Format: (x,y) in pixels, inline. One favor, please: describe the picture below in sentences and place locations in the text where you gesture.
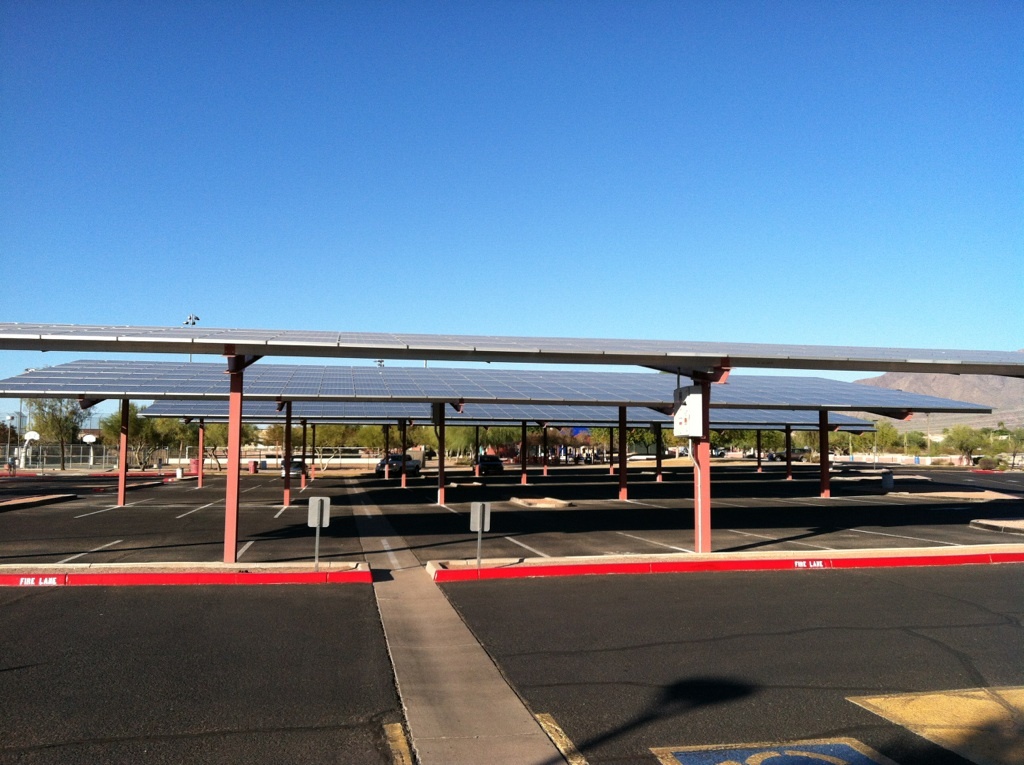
This image is consists of parking lot (551,488) and there are roofs (198,418) in the image and there are trees (597,432) in the background area of the image (618,431).
